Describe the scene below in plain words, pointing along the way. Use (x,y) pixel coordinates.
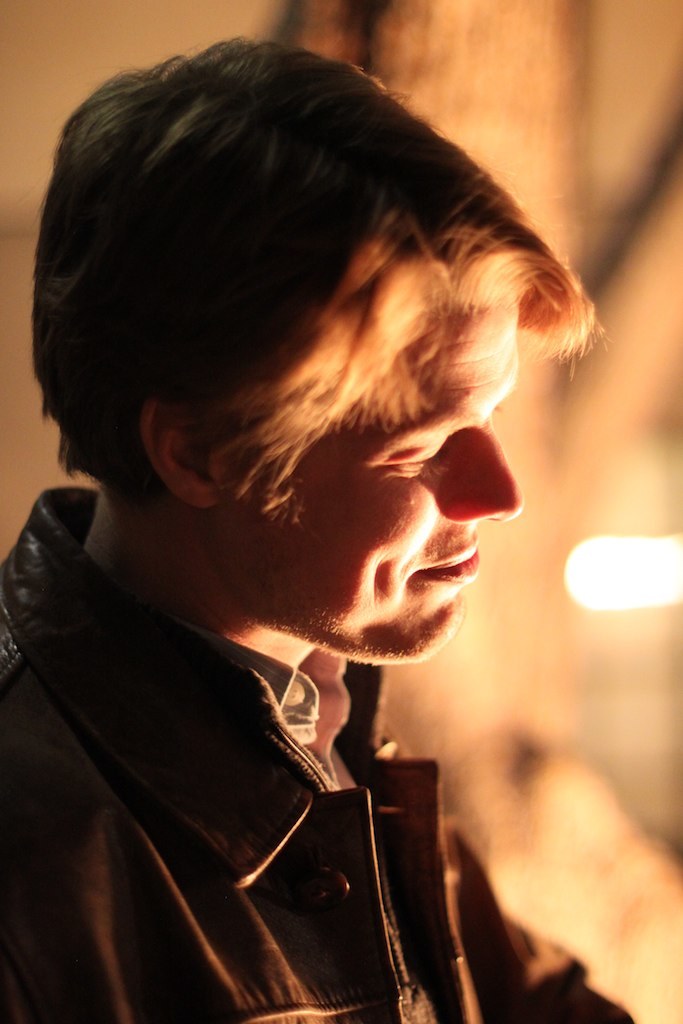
In this image there is a man (268,632) smiling in the front (337,540) and the background (165,23) is blurry.
